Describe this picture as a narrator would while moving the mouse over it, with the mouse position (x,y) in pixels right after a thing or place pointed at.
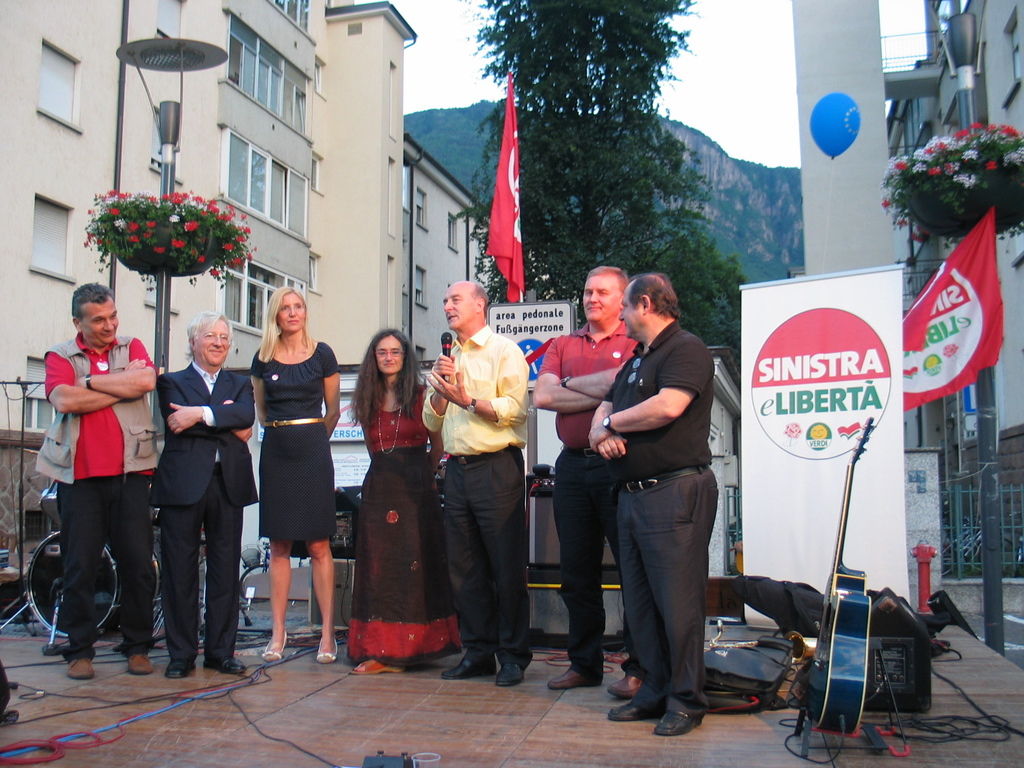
This is an outside view. Here I can see few people (89,465) are standing and smiling. One man (481,375) is holding a mike (447,349) in the hand (448,359) and speaking. At the back of these people (234,550) there are some musical instruments (50,508), cables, bags (778,676) and some other objects (879,677). On the right side (834,669) there is a guitar (832,694) placed on the floor (754,748). Behind there is a banner (818,417) on which I can see some text (826,387). On the right (989,437) and left side of the image (161,336) there are two poles (165,191). In the background (250,241) there are many buildings (199,285) and trees (601,174) and also I can see a hill (738,176). At the top of the image (739,69) I can see the sky (729,37).
